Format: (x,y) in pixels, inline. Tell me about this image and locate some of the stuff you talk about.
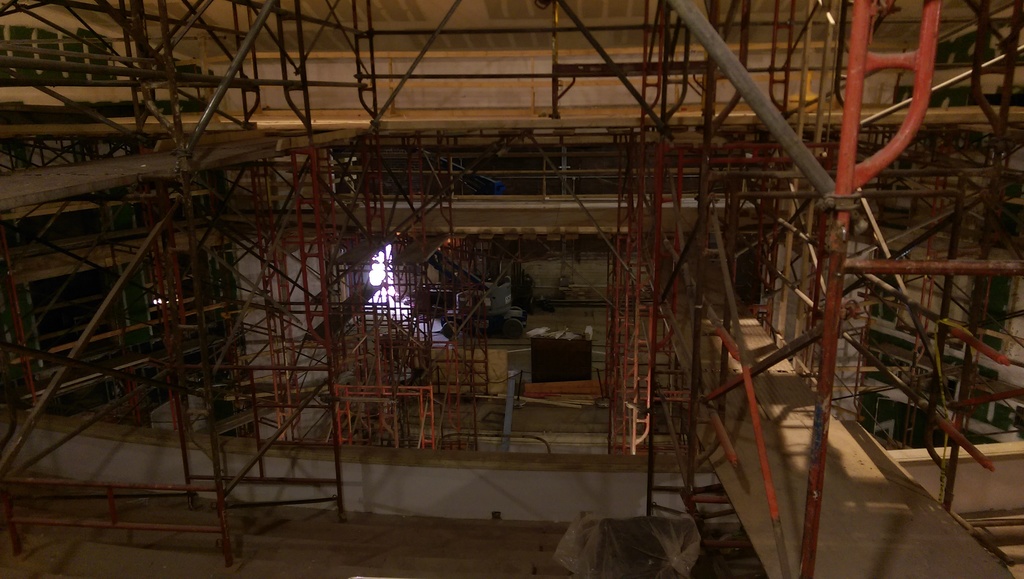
In this picture it looks like a workshop (738,282) with many iron pipes (316,334) and metal rods (723,273).
